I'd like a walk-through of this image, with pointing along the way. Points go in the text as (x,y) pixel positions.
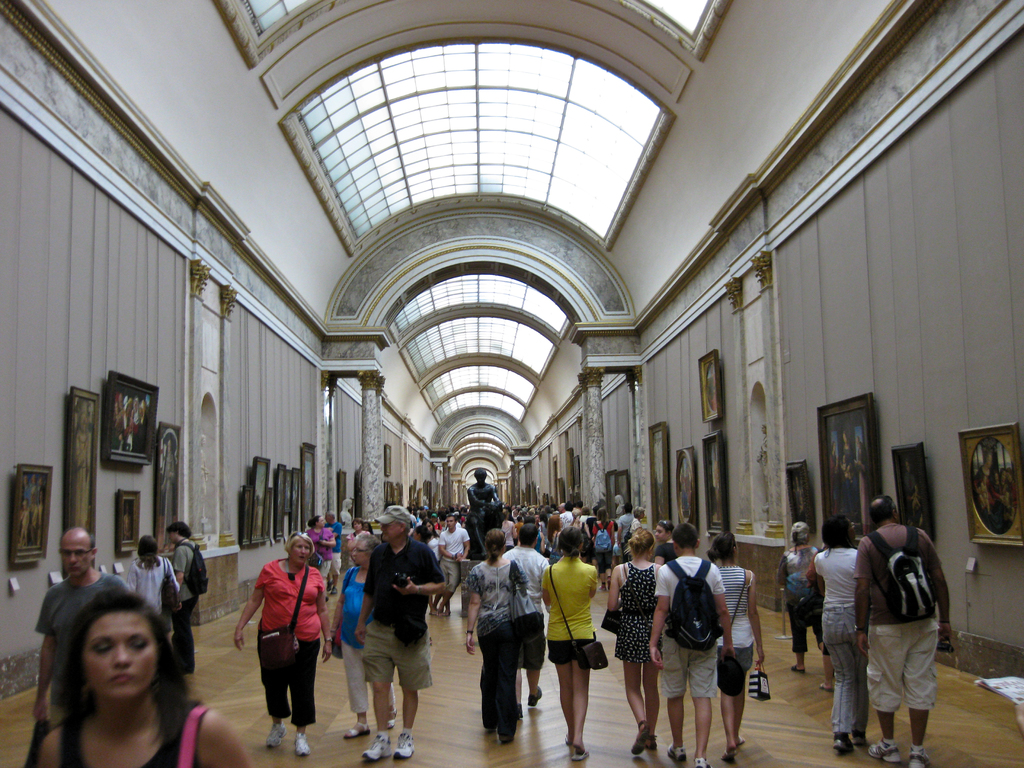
In this picture there are people (405,724) and we can see floor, frames (858,471) on the walls (116,369) and pillars (377,474). We can see sculpture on the platform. At the top (727,50) we can see roof (485,134).
